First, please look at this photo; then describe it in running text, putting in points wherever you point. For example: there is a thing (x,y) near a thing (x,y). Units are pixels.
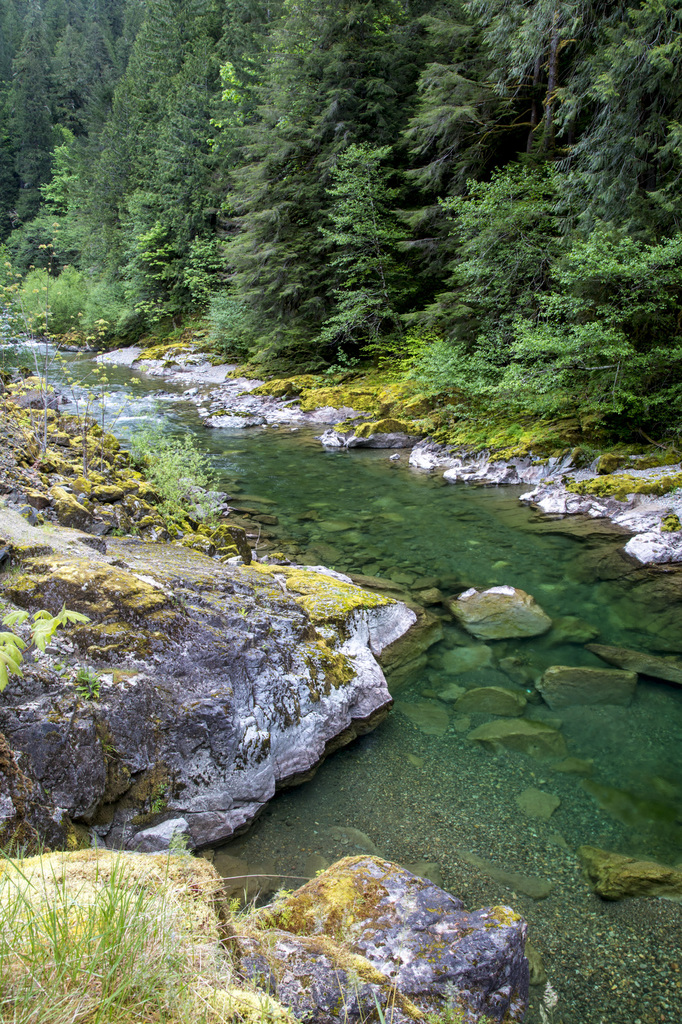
In the center of the image (451,526) there is water (417,505). On both right and left side of the image (127,755) there are rocks (134,688). In the background of the image (232,193) there are trees (451,150).
